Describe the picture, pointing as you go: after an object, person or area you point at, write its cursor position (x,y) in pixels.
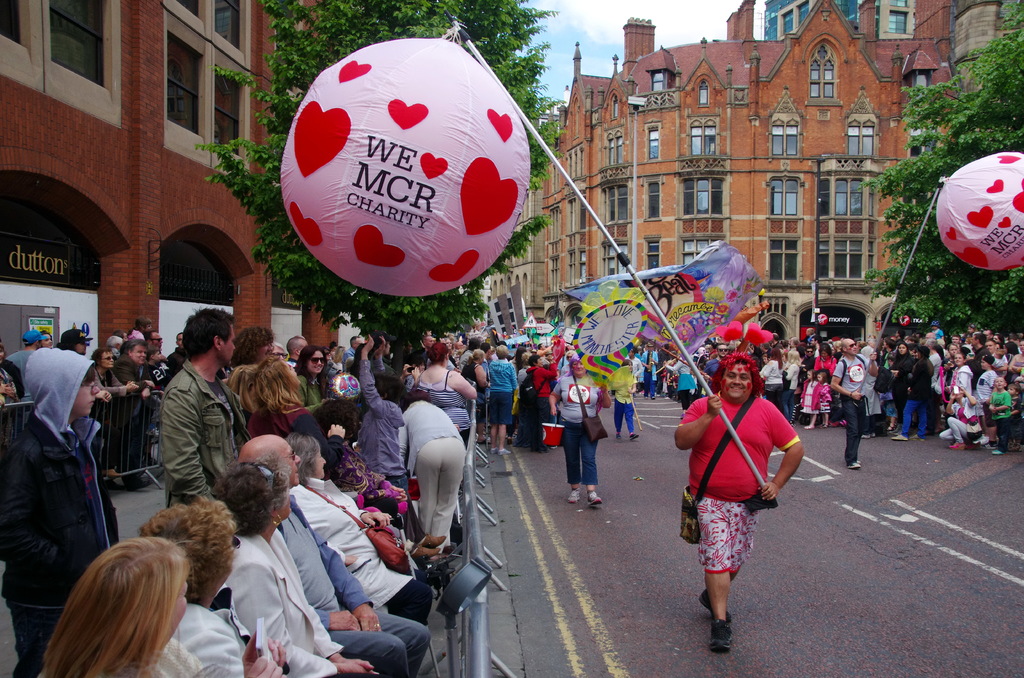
In this image, we can see a group of people (211,677). Here we can see few people (580,459) are holding some objects (592,320). Here we can see barricades (490,640), balloons (335,248), trees (967,269), buildings (132,249), walls (104,230), few things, glass objects (919,154) and sky (577,30). Here we can see few people (995,360) are smiling.
